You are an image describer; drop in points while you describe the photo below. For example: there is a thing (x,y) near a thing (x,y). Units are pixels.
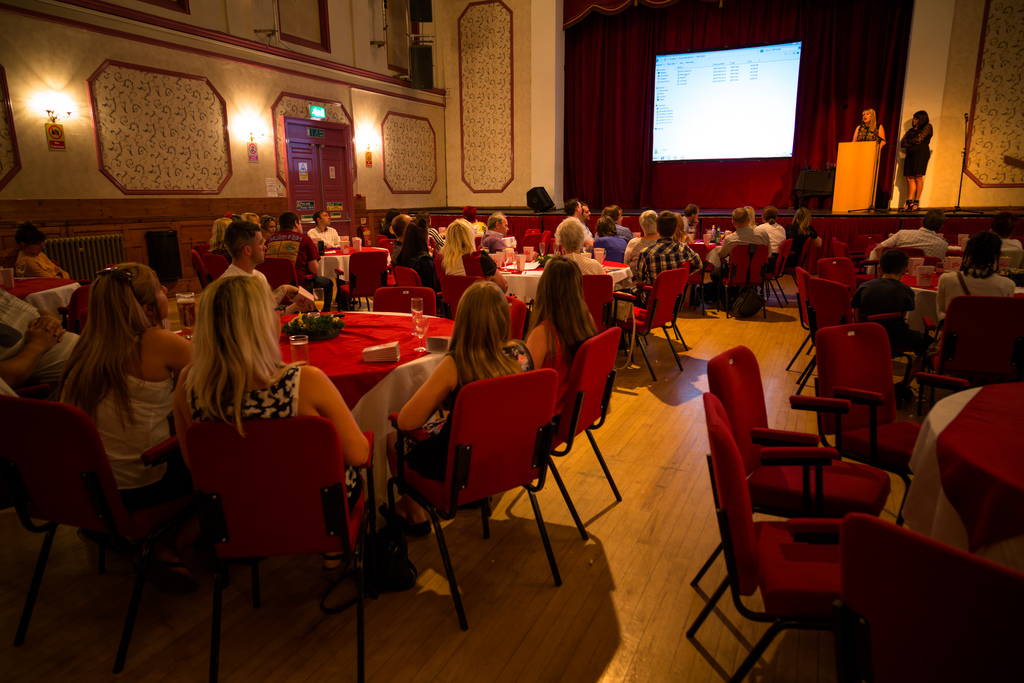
This is a picture taken in a room (527,644), there are a group of people (503,335) sitting on a chair (316,454) in front of these people (255,341) there is a table (333,360) on the table (334,355) there are glasses (298,348) and flowers (325,323). In front of this people (672,255) there is a woman (871,120) standing behind the podium (847,176) and a projector screen (733,118). Background of this people (208,364) is a wall (292,109) with lights (71,107).
